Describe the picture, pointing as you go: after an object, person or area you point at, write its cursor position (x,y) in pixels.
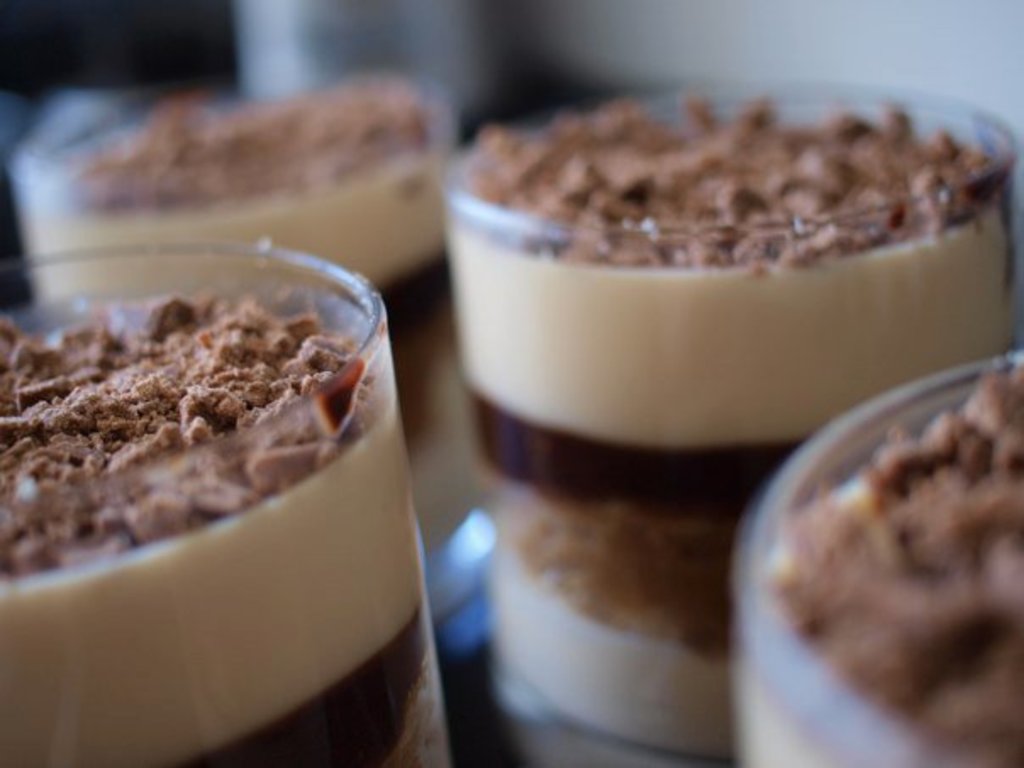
In the center of the image (578,498) we can see a few glasses (269,272). In the glasses (253,650), we can see the black forest chocolate coffee (485,430). In the background (787,60), we can see it is blurred.
